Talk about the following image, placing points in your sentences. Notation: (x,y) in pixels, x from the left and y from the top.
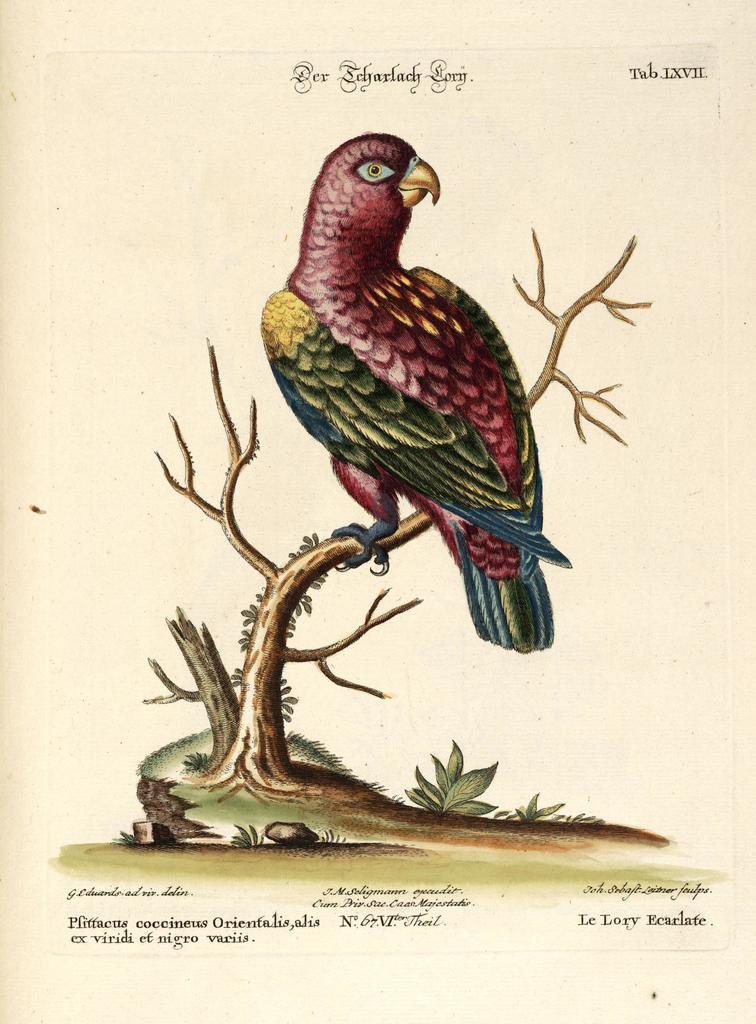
In this image we can see a poster (404,496), on the poster (301,665), we can see a bird (407,375) on the tree (316,534) and also we can see some text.
